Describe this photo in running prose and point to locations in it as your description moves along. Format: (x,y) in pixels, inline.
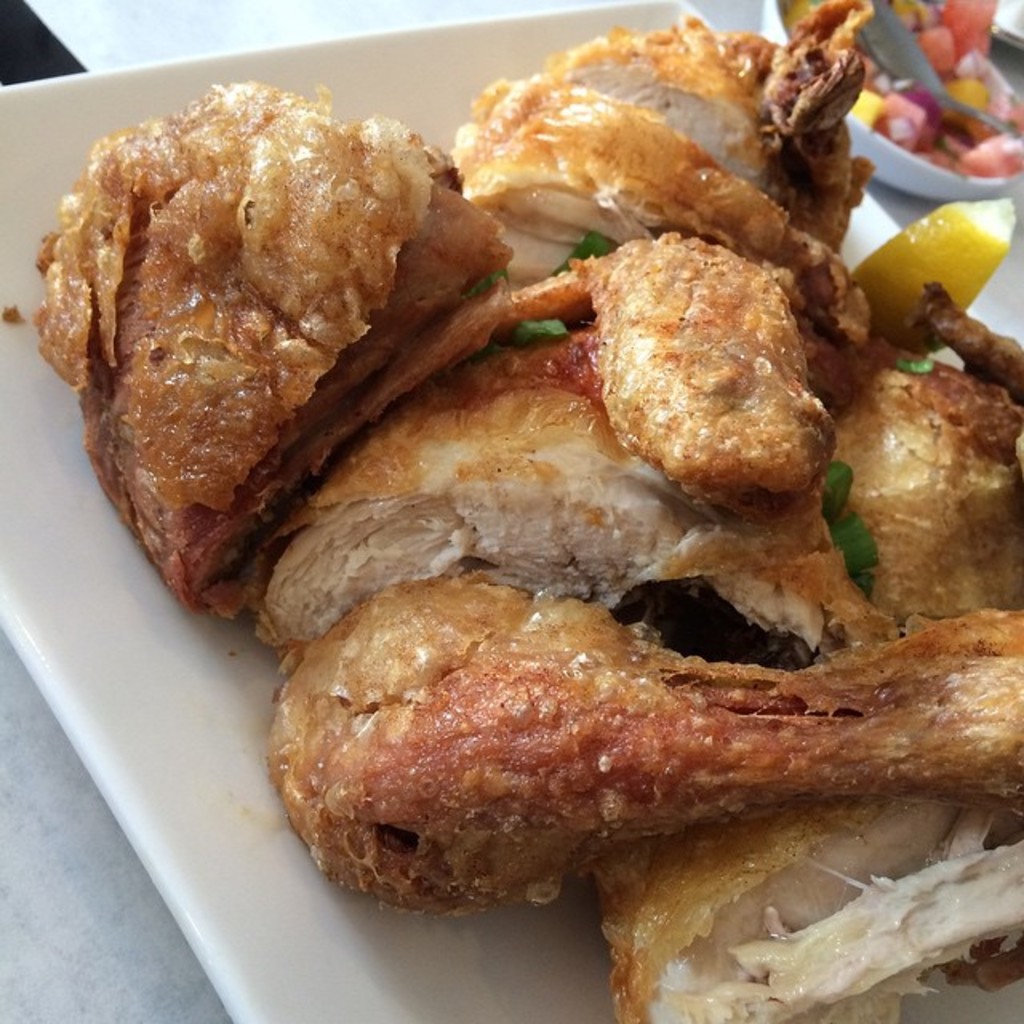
In this image at the bottom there is one plate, in that plate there are some food items (653,392) and in the background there is one bowl (966,175). In that bowl (882,91) there are some fruits (914,115) and one spoon (887,63).
